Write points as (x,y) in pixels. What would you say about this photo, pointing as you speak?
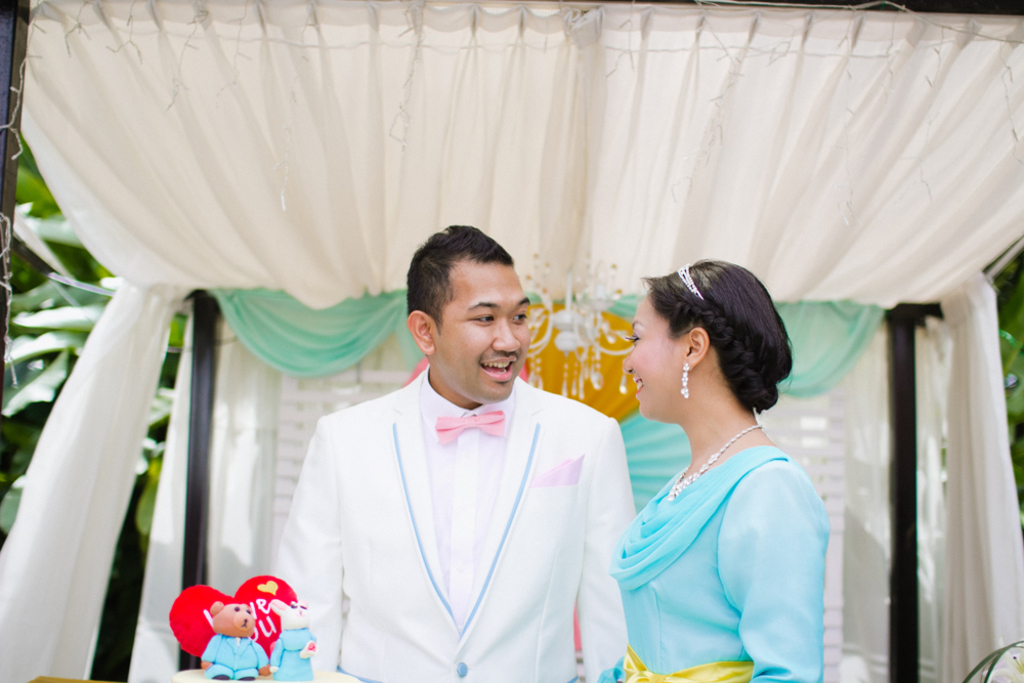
In this picture there are two people (593,503) standing and smiling and we can see toys (218,631), curtains (170,470) and decorative items (584,351). In the background of the image (66,350) we can see leaves (55,379).
